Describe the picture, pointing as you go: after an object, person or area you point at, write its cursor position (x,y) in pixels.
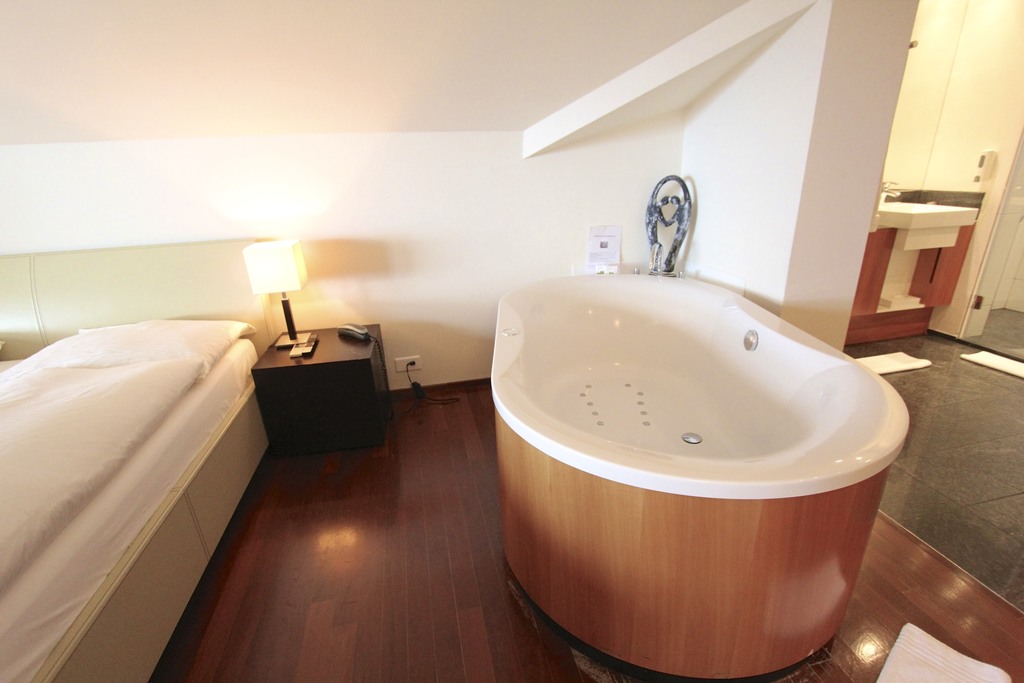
This is the picture of a room (495,272). On the right side of the image (999,366) there is a wash basin (918,205) and there is a glass door (1014,261) and there are mats (1020,371) on the floor (966,393). In the middle of the image (653,359) it looks like a bathtub (660,290) and there is a sculpture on it and there is a board (598,228) on the wall (642,252). On the left side of the image (288,307) there is a lamp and device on the table (360,431) and there is a pillow (216,333) on the bed (195,382). At the bottom (984,668) there is a mat (984,668) on the floor (535,647).
